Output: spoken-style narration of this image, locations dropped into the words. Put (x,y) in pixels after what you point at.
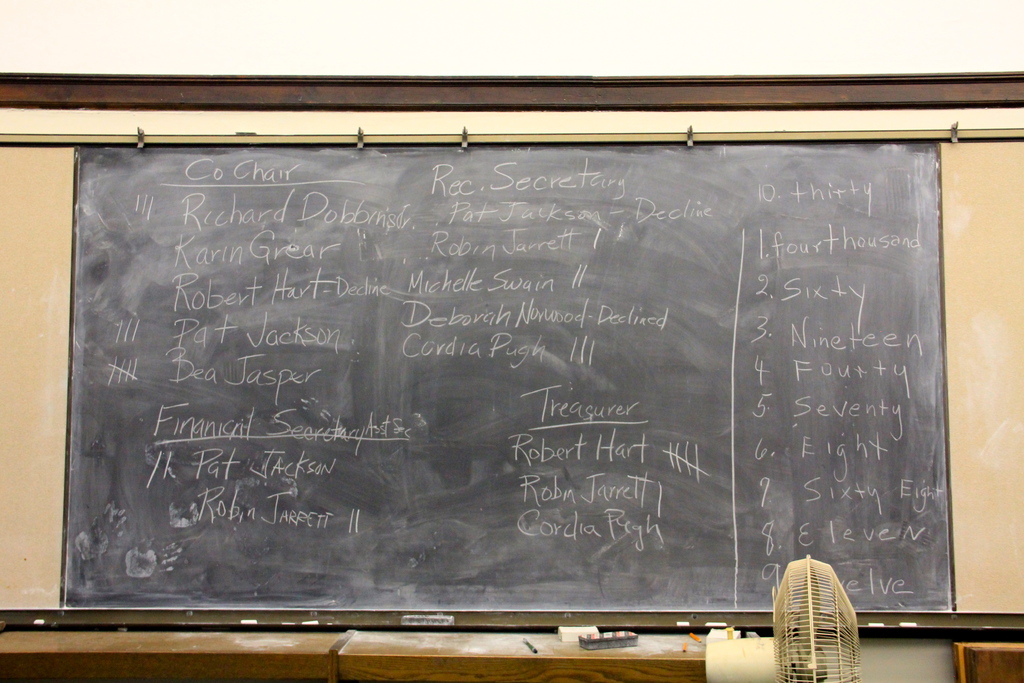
In this picture we can see a blackboard (234,447) with text (766,336) written on it, fan (777,625), tables (463,648) and some objects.
